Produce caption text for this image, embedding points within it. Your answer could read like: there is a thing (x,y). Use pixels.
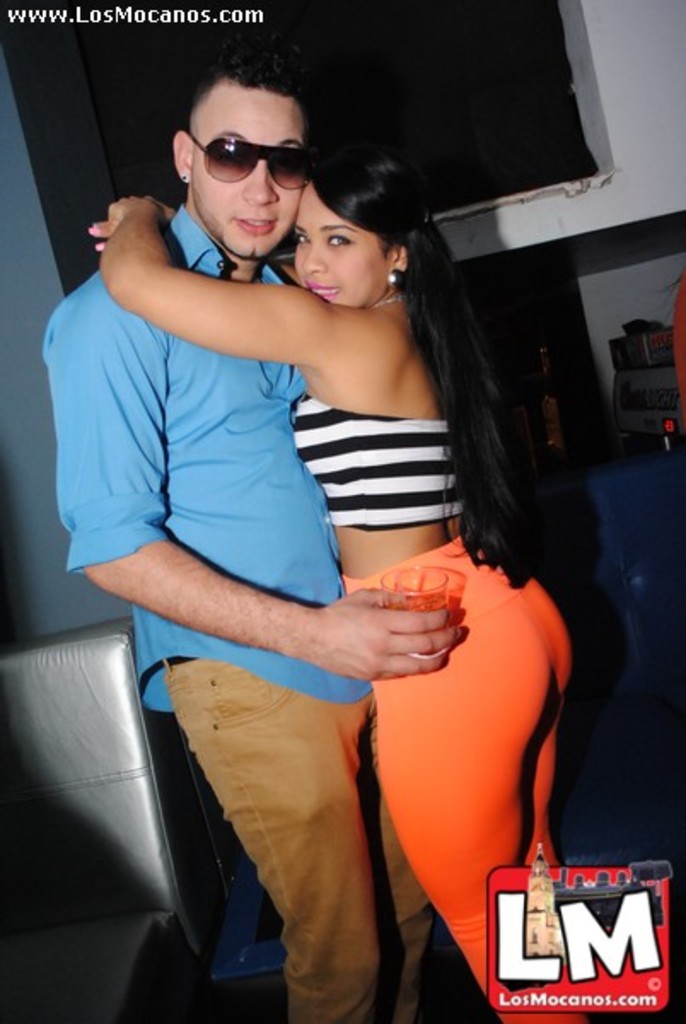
In this image we can see a man (152,386) and a woman (357,211) are hugging to each other. The man (243,492) is wearing blue color shirt (225,488) with brown jeans (301,799) and holding a glass (411,604) in his hand (405,616). The woman (413,502) is wearing a white and black top (420,500) with orange pant (488,828). At the left bottom of the image (145,943) silver color sofa (131,872) is there. Background of the image (659,120) white color wall (591,109) and things (669,383) are present. At the right bottom of the image (610,915) logo (603,976) is there.
